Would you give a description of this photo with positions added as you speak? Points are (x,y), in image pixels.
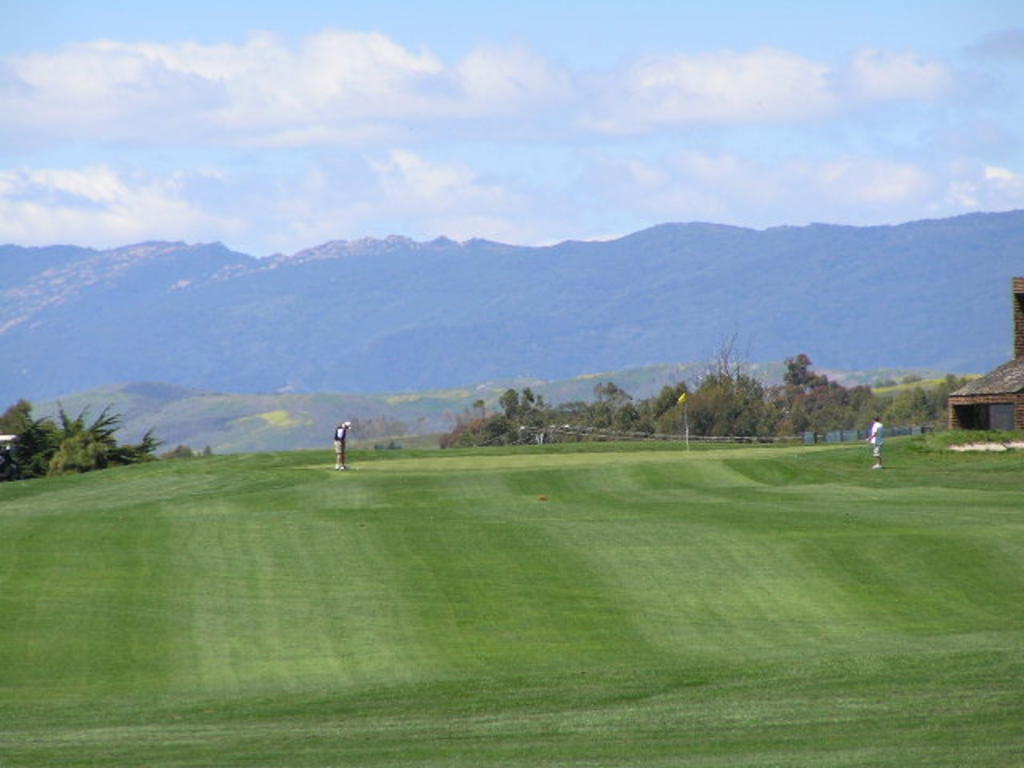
In this image there is a ground (556,577), on the ground (497,558) there are two persons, trees (89,439) visible, in the middle (431,323) there is the hill (660,323), at the top (399,149) there is the sky (998,163). On the right side (977,414) there is a small house (997,420).
